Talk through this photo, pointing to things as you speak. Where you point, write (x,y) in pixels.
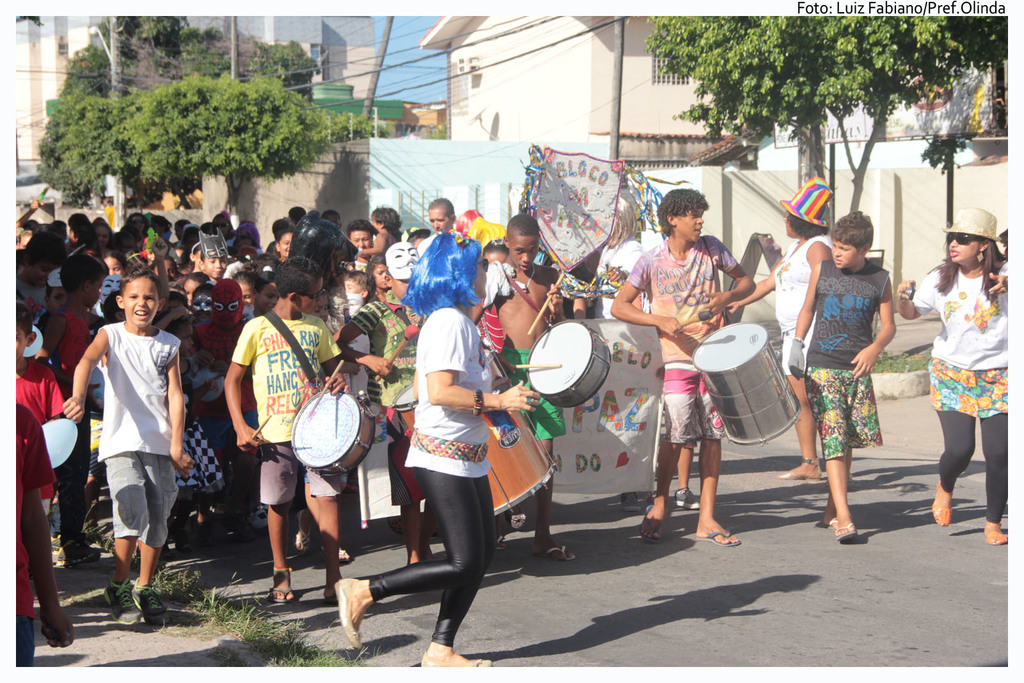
A group of children (286,463) are playing drums (602,349) and walking on a road (591,572). There are some children (205,268) behind them following, wearing costumes (317,256).
